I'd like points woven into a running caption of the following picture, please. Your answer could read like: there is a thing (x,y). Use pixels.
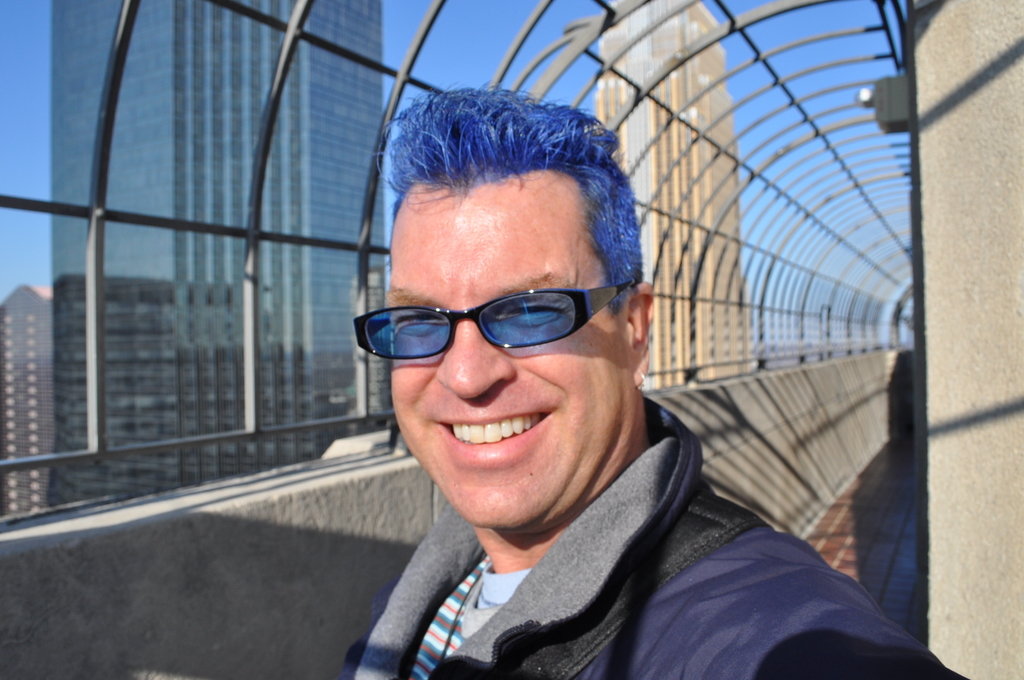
Here I can see a man (441,465) smiling and giving pose for the picture. At the back of him there is a wall (293,550), at the top of it there is a metal cage (652,135) through which we can see the outside view. In the outside there are few buildings (682,169). At the top of the image (471,33) I can see the sky (451,44).
